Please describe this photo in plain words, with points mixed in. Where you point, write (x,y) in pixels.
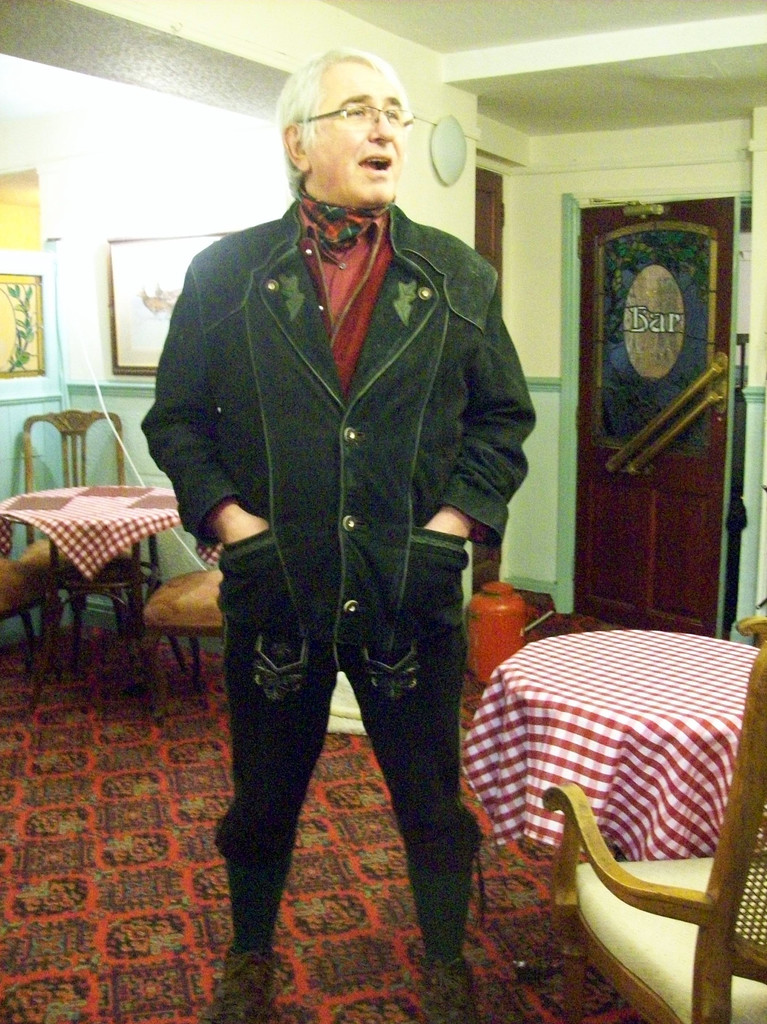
In the image I can see a person (434,662) who is wearing the jacket (233,419) and around there are some tables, chairs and some frames (29,349) to the wall (14,403).
